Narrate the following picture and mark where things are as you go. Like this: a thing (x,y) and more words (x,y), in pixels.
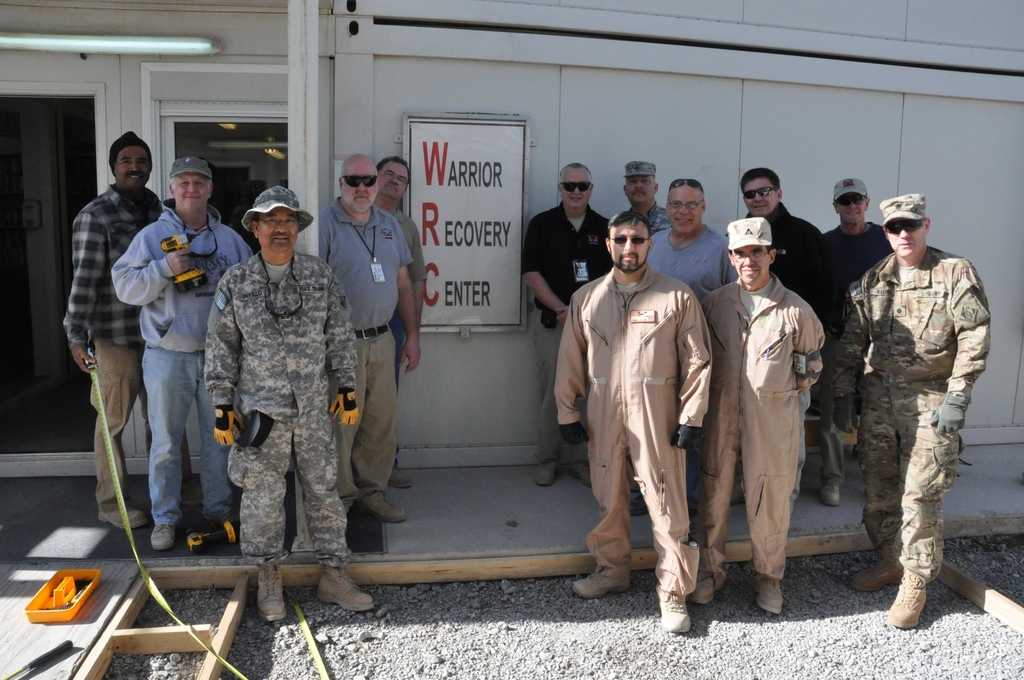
In this image we can see a group of people (389,369) standing on the surface (484,484). In that a man (128,397) is holding a tape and the other (192,302) is holding a hand drill (185,278). On the backside (309,230) we can see a building (256,178) with windows (241,178), a tube light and a board (436,122) with some text (448,300) on it. On the left side (86,600) we can see a container (48,614) and a tool (36,657) on the surface (45,629).
